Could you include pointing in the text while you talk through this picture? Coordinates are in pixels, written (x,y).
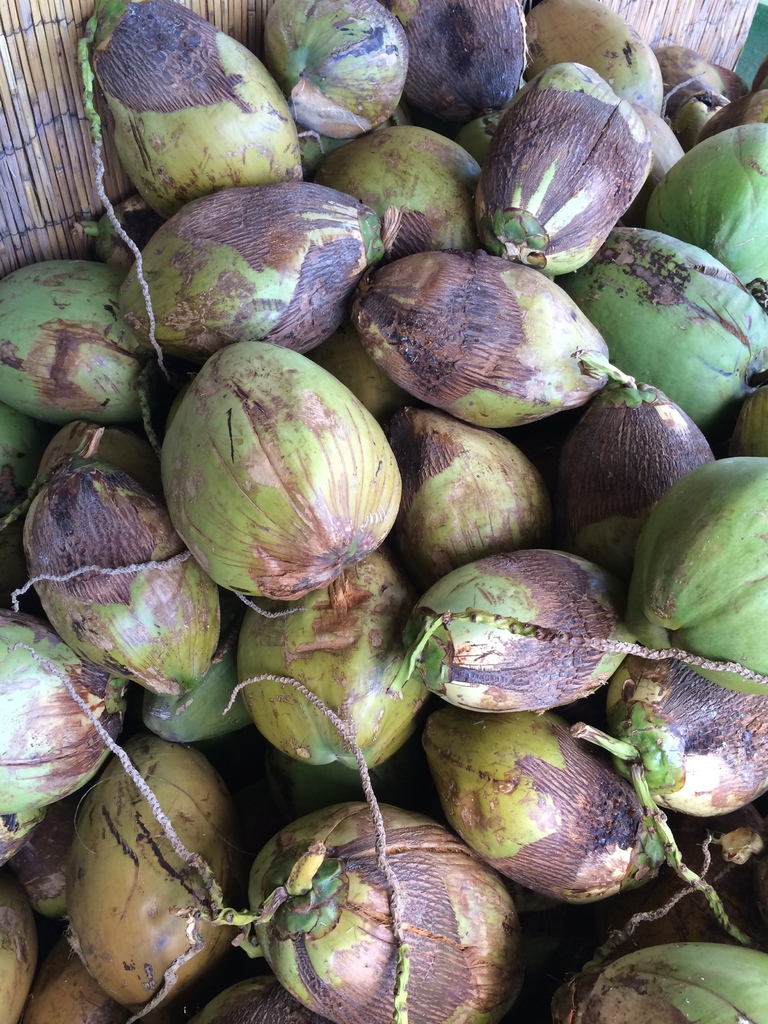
There are green color coconuts (333,304) arranged on a mat (715,46).
